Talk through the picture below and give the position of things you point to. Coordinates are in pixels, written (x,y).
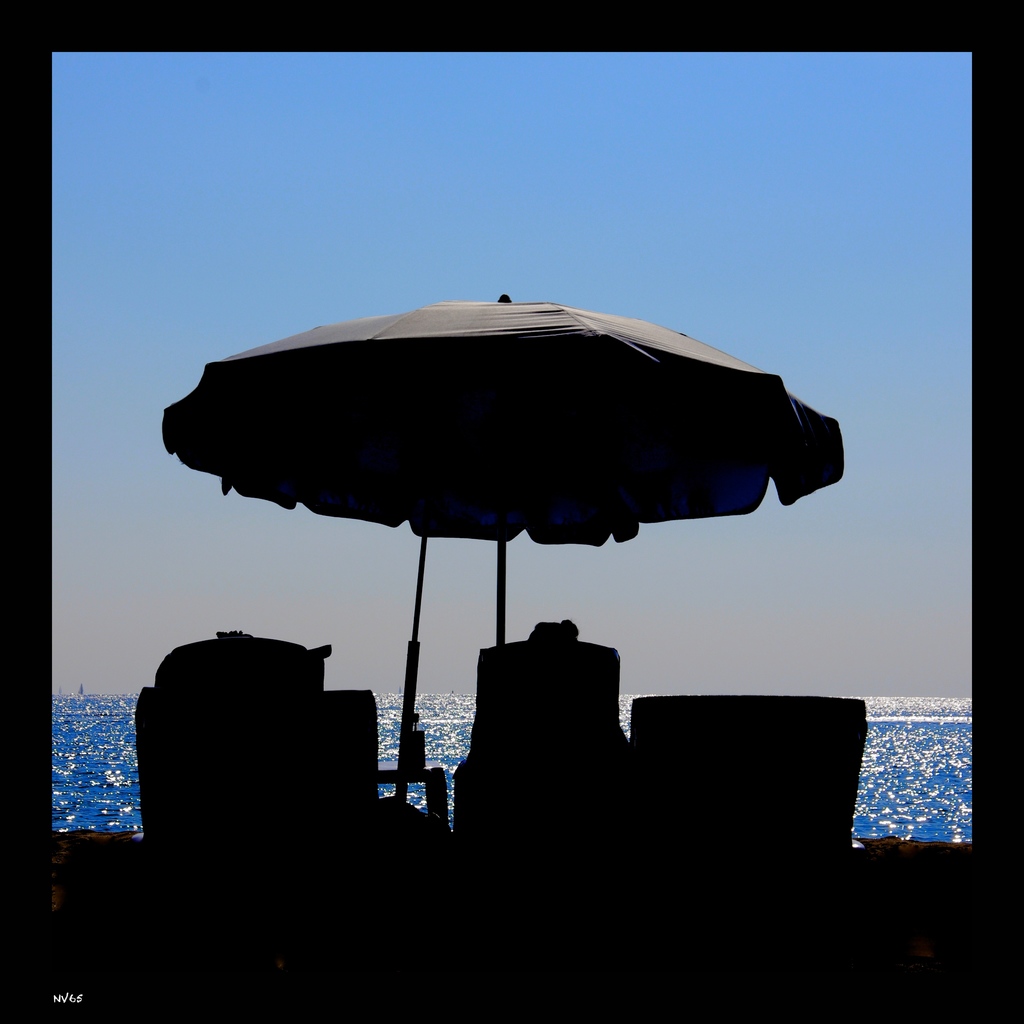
This is an edited image. I can see an umbrella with a pole (499,570), chairs (731,799) and water (103,743). At the bottom left corner of the image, I can see a watermark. In the background (107,336), there is the sky (699,195).
